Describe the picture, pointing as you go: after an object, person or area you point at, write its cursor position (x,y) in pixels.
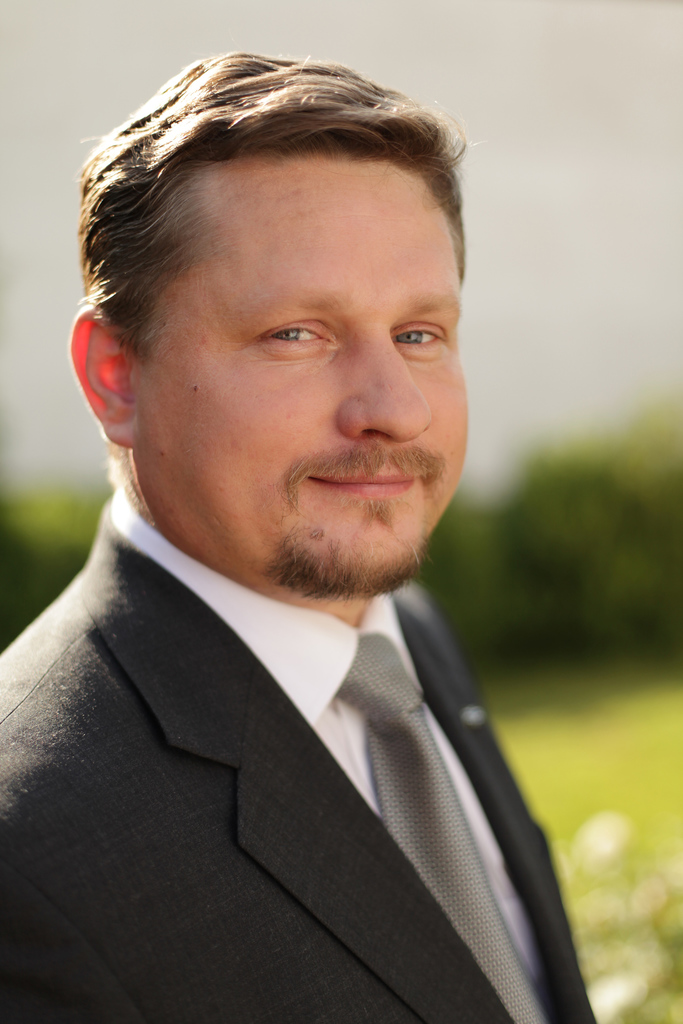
In this picture there is a man (248,626) wearing white color shirt (310,676), black color coat (275,772) and a tie (390,792). He is smiling. In the background (550,355) it is completely blur.
